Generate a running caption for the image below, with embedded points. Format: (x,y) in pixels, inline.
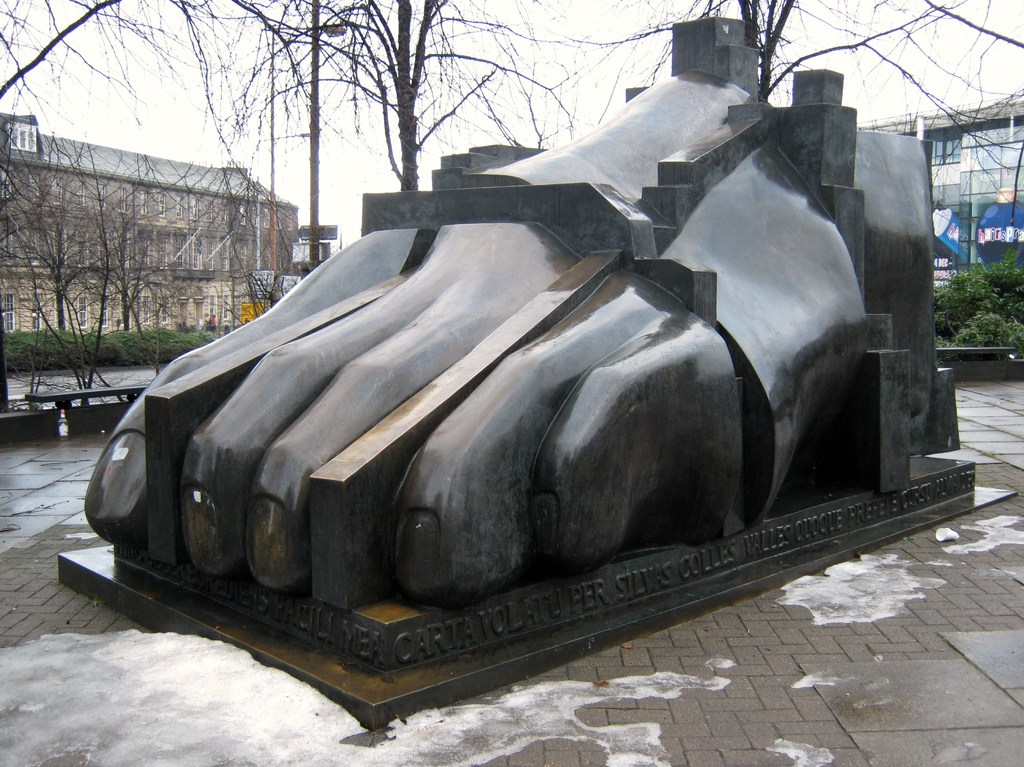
In the center of the image (429,277) there is a statue (585,535). At the bottom of the image (798,698) there is a road (833,723). In the background of the image (144,322) there are trees (231,129), buildings (80,196) and sky (214,101).
